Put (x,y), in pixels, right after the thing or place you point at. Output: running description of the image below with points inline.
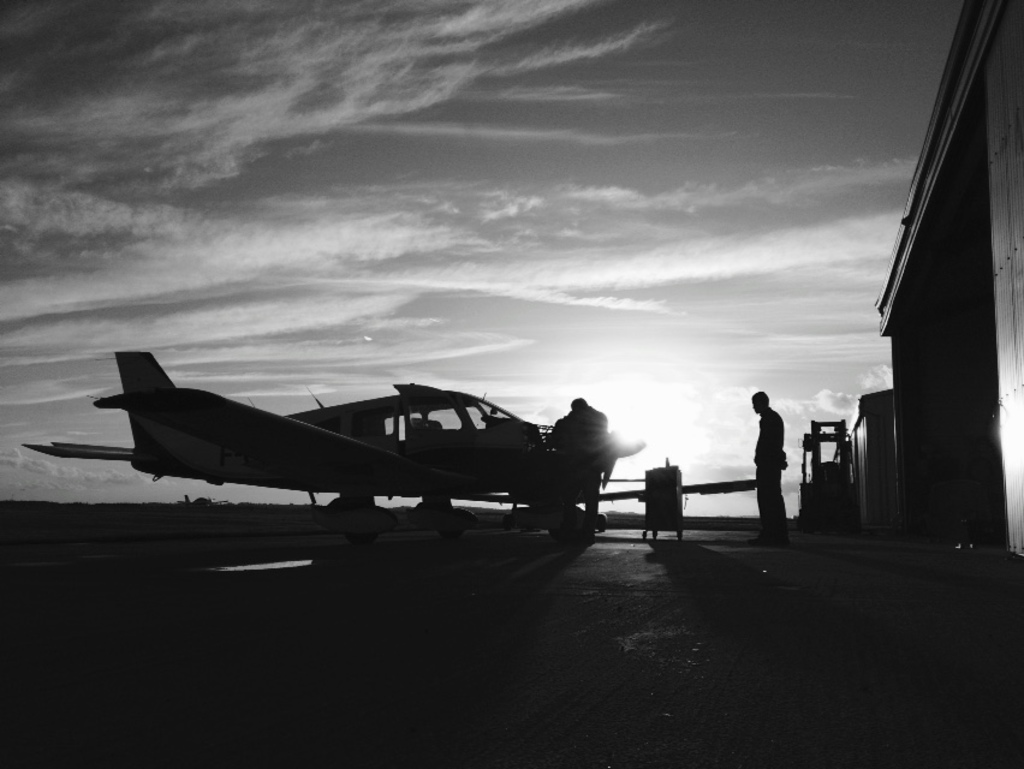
In this image we can see black and white picture of an airplane (471,450) placed on the ground (508,552). To the right side (766,437), we can see two persons (566,464), group of buildings (887,462) and in the background (867,270) we can see the cloudy sky (363,267).
